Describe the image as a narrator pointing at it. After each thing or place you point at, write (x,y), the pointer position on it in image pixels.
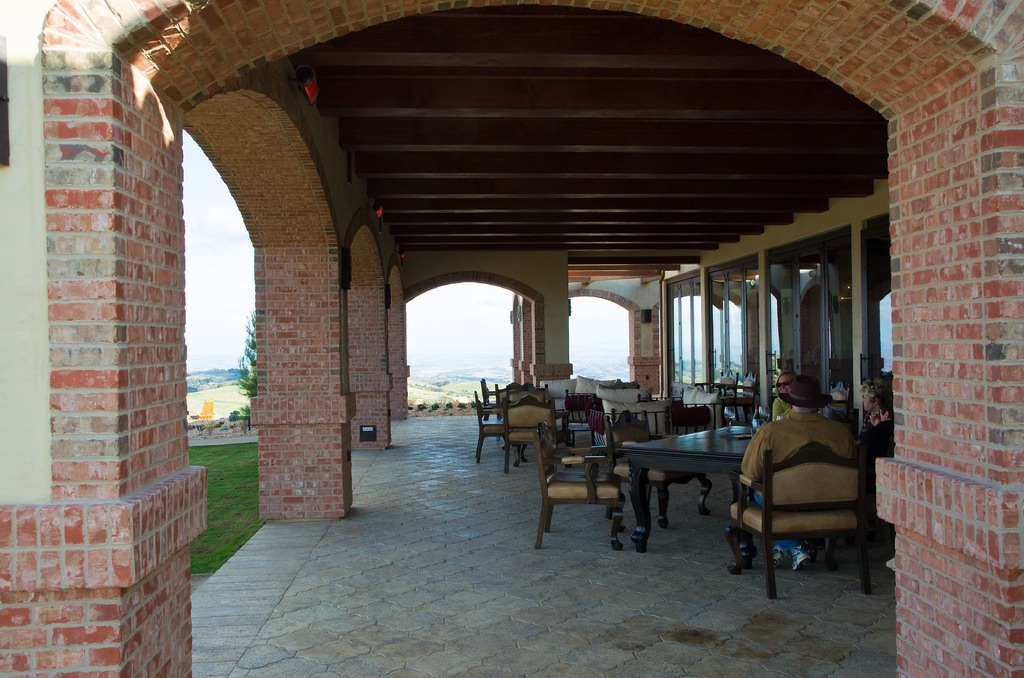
In this picture we can see a building (271,301) with a brick wall (307,449), and in the right (831,421) there are few people (781,421) sitting in front of a table (688,437). In the backdrop (490,357) we have mountains (443,369) and clear sky (462,301).
